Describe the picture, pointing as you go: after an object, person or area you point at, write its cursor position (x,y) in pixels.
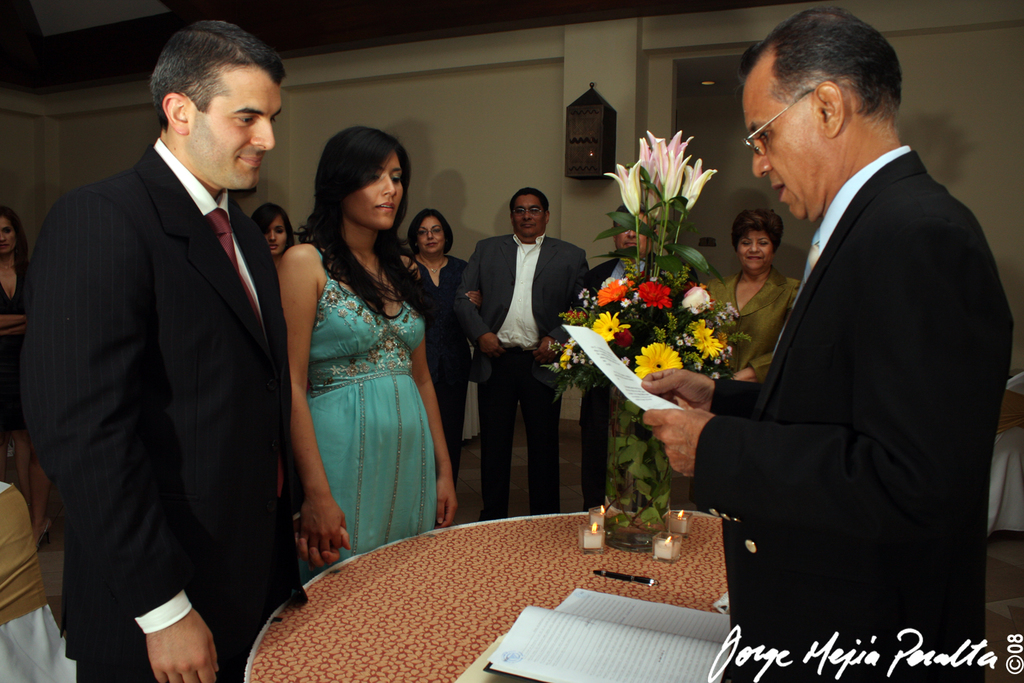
In this picture I can see there are two people (322,492) standing at the left side (265,391), there is another person (736,617) standing to the right (817,298), there is a table (519,517) in front of them and there are few papers (710,613) on it. In the backdrop (742,262), there are a few people (742,262) standing. There is a wall (616,205) in the backdrop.
